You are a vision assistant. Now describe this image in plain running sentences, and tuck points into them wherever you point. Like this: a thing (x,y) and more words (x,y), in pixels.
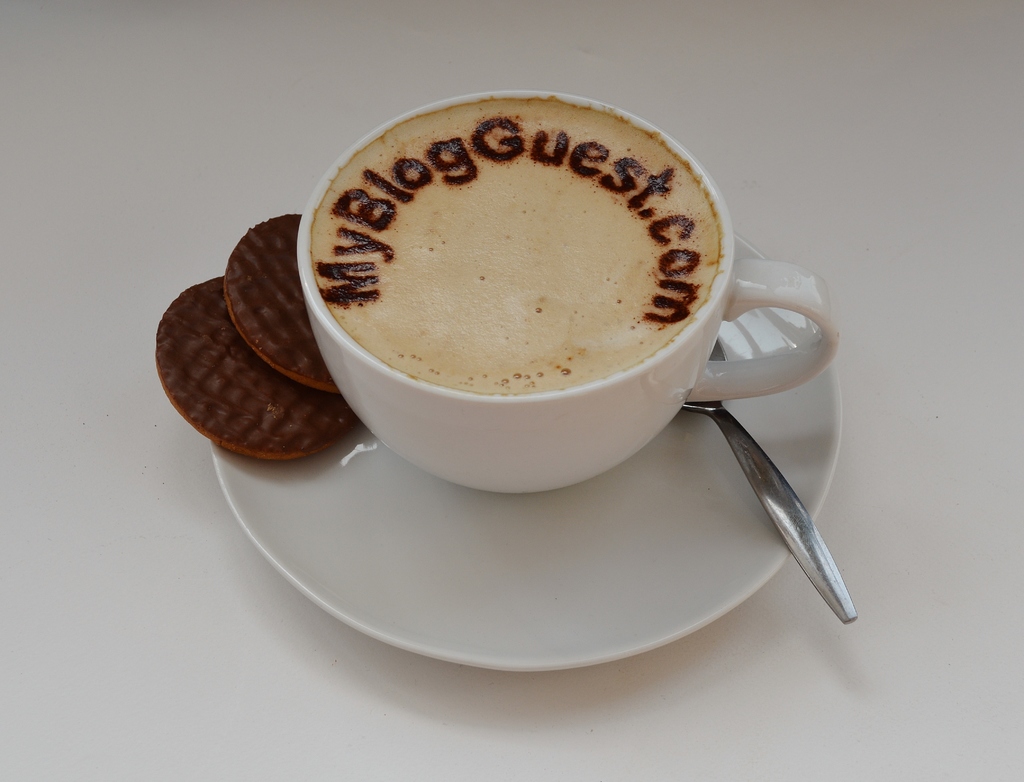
In the picture I can see a cup (501,392), biscuits (337,394), spoon (752,459) on white color saucer (545,529). These objects (478,575) are on a white color surface (264,583).
